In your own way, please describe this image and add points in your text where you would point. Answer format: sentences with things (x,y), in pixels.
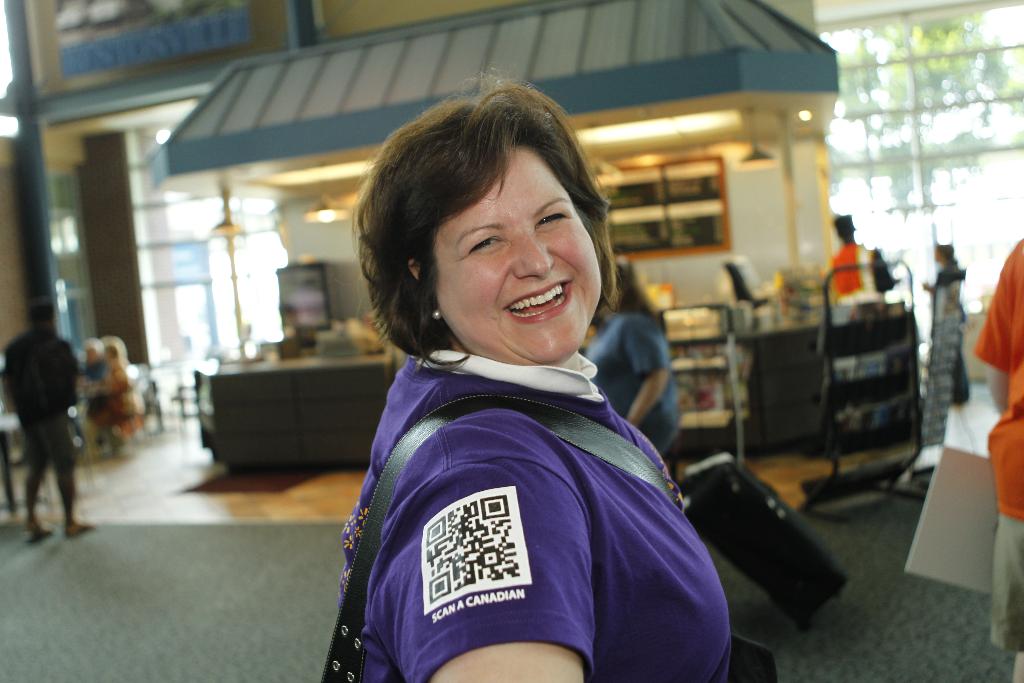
In this image we can see a few people (560,466), one of them is holding a bag (820,542), another person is holding a board (977,511), there is a shed (813,199), there are windows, also we can see the wall (874,7).
